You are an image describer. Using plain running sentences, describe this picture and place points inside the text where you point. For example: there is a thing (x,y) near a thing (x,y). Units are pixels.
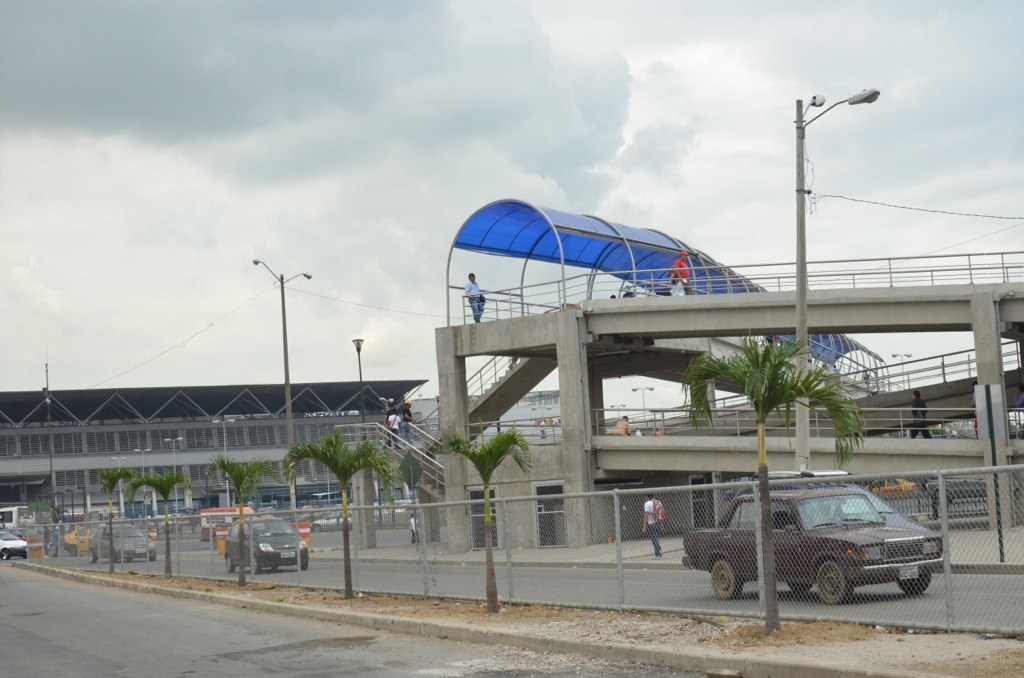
In this image, we can see vehicles (265,544), mesh (554,541), trees (488,599) and roads (331,652). Here we can see light poles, sheds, stairs (503,401), railings (495,374), people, pillars (460,516) and few objects (991,429). Background (924,204) there is the sky (435,228).
